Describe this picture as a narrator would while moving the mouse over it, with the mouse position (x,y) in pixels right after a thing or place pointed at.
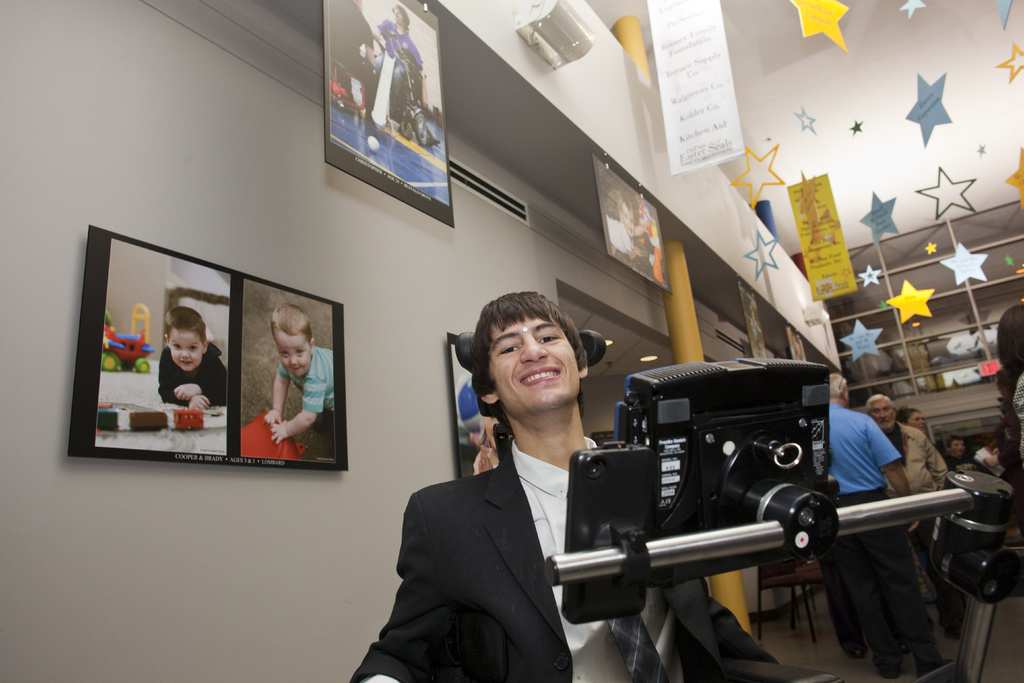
Pictures (198,281) are on wall (110,192). Here we can see a mobile (619,499) and camera (759,480) are on stand (681,555). This man (493,561) wore suit (496,596). Background (877,450) there are people (864,447), stars (958,194) and banners (700,64).
